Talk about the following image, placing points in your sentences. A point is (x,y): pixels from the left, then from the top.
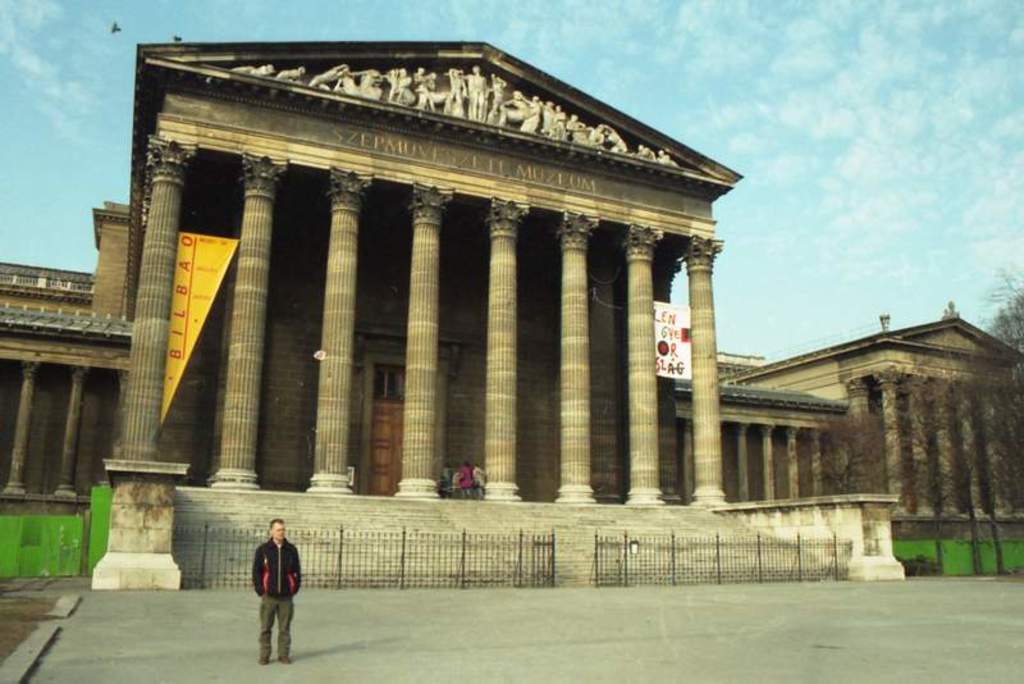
In this image I can see few buildings (354,384), pillars (329,457), trees (1023,441), banners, fencing (11,555), sky (634,64) and one person (282,575) is standing.
